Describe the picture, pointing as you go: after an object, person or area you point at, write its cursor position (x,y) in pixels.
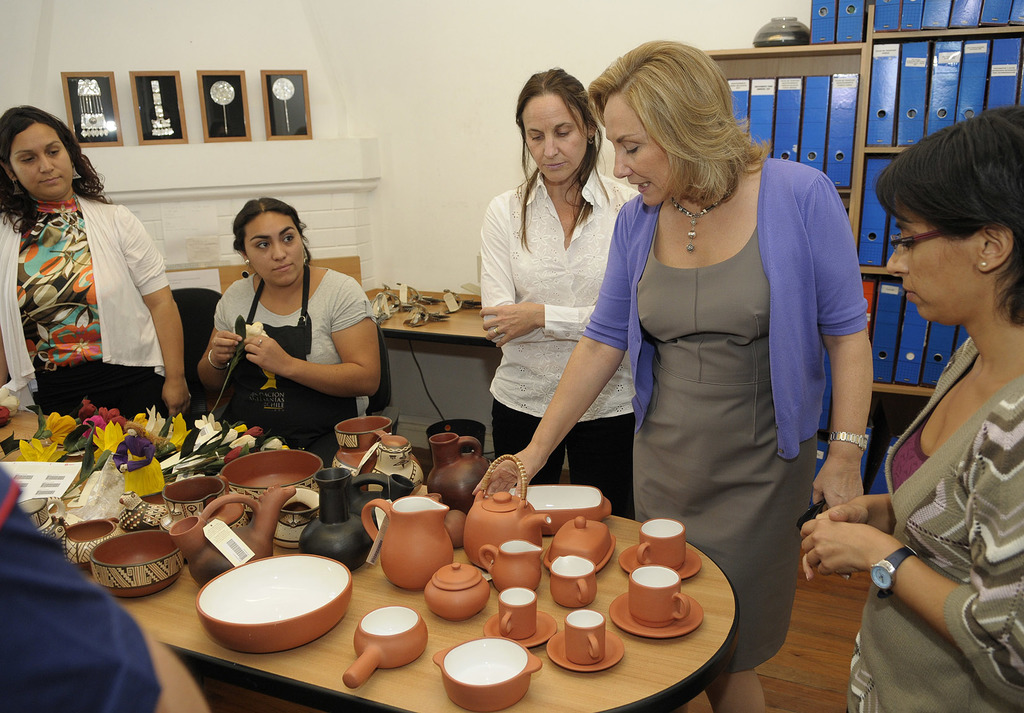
In this picture I can see few people (37,227) are standing and I can see woman (301,344) sitting and I can see few bowls (168,552), cups (514,589) and saucers (493,620) and I can see few artificial flowers (122,438) on the table (333,650) and I can see few frames (217,111) on the wall (207,66) and few files (878,168) in the cupboard (900,37) and I can see few items (425,310) on the another table (392,326) in the back (411,312).
